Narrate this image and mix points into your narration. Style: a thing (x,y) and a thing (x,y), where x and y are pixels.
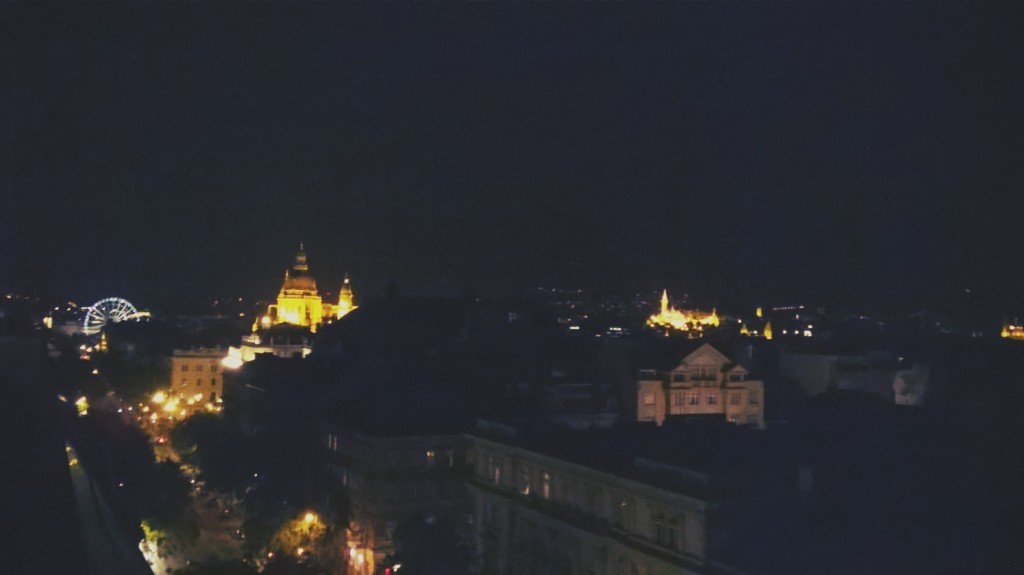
This picture is dark, we can see trees (171,541), buildings (350,544) and lights (308,520).
